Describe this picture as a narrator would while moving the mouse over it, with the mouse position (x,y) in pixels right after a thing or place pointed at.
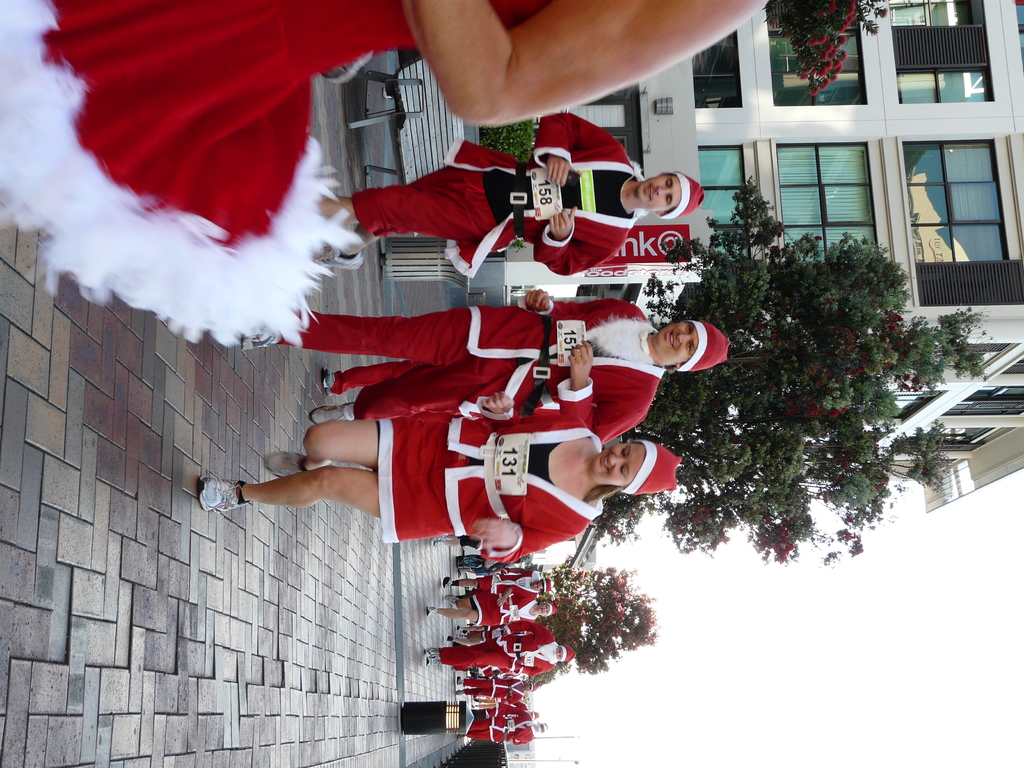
In this image we can see some persons (373,416). In the background of the image (396,107) there is a building (1003,292), trees (742,347), persons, chair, name board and other objects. At the bottom of the image (326,717) there is the floor (290,745). At the top of the image (628,88) there is the person (54,62).
